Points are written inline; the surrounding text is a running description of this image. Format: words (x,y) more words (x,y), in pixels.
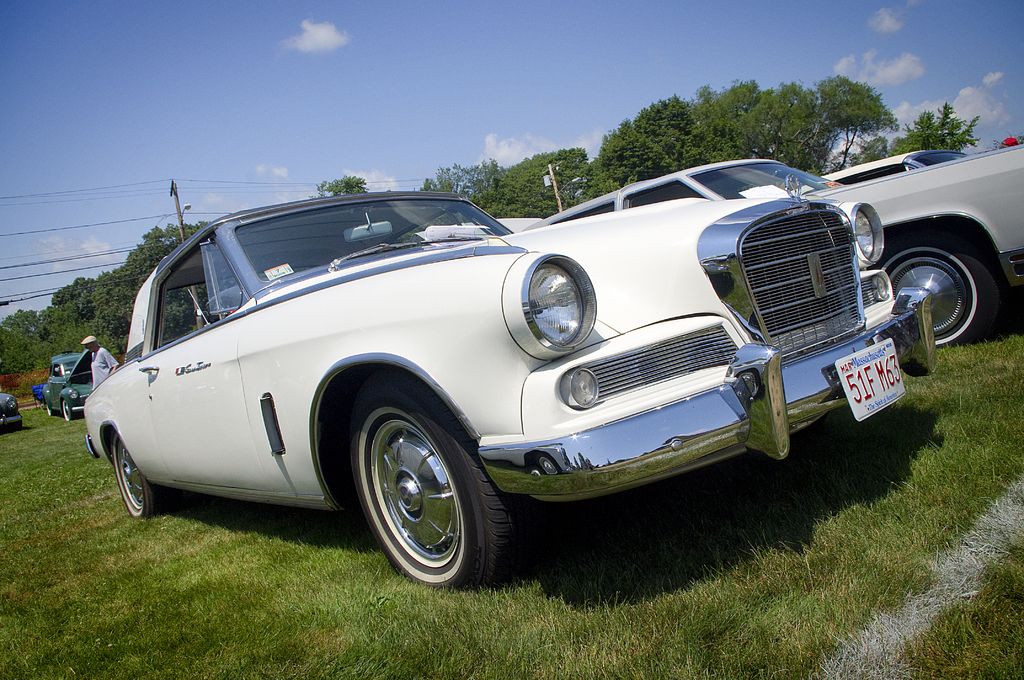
In this image we can see vehicles (406,303), person (102,359) and other objects (119,359). In the background of the image (806,96) there are trees (586,171), poles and other objects (27,298). At the top of the image (563,128) there is the sky (563,128). At the bottom of the image (679,598) there is the grass (679,598).
